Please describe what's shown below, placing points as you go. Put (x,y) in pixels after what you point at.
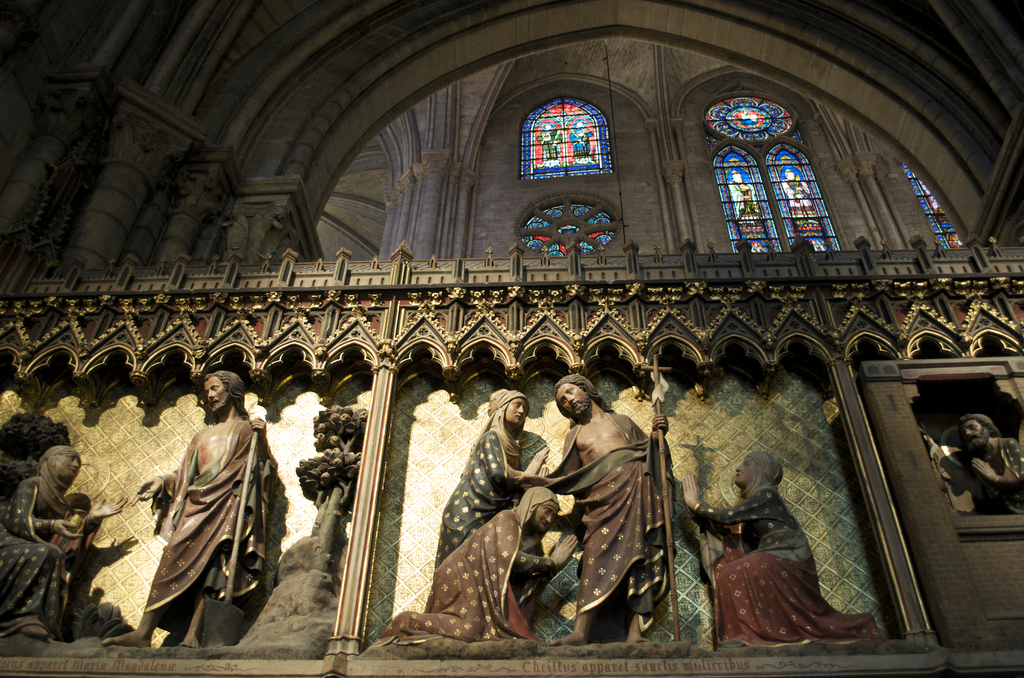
In the image in the center (433,270) there is a building (247,197), wall (741,276), glass (525,157) and sculptures (141,493). And we can see some design (361,340) on the wall (146,479).
